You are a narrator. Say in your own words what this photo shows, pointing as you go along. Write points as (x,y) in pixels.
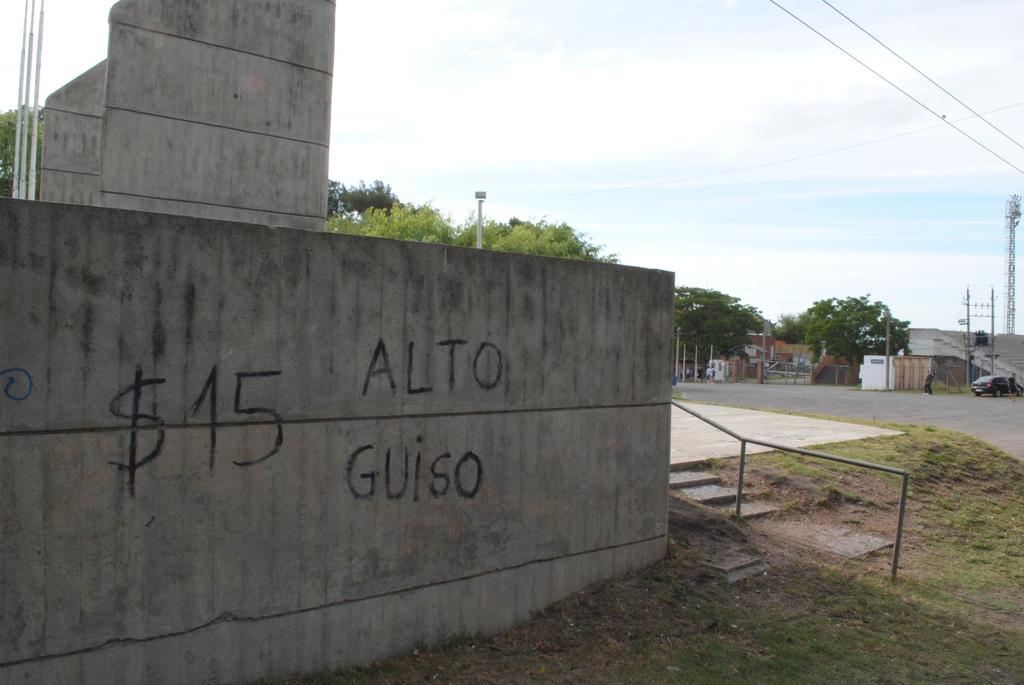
On the left side (215,398), there are texts (447,343) on a wall (214,353). Beside this wall (276,352), there is another wall (285,104). On the right side (887,471), there is a fence (887,471). Besides this fence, there are steps (770,511) and grass (973,481) on the ground (986,604). In the background (1003,364), there are poles (1011,249), trees (847,297), buildings (922,329), persons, a vehicle (996,379) and a road (781,393) on the ground (705,445) and there are clouds (783,143) in the sky (731,140).
